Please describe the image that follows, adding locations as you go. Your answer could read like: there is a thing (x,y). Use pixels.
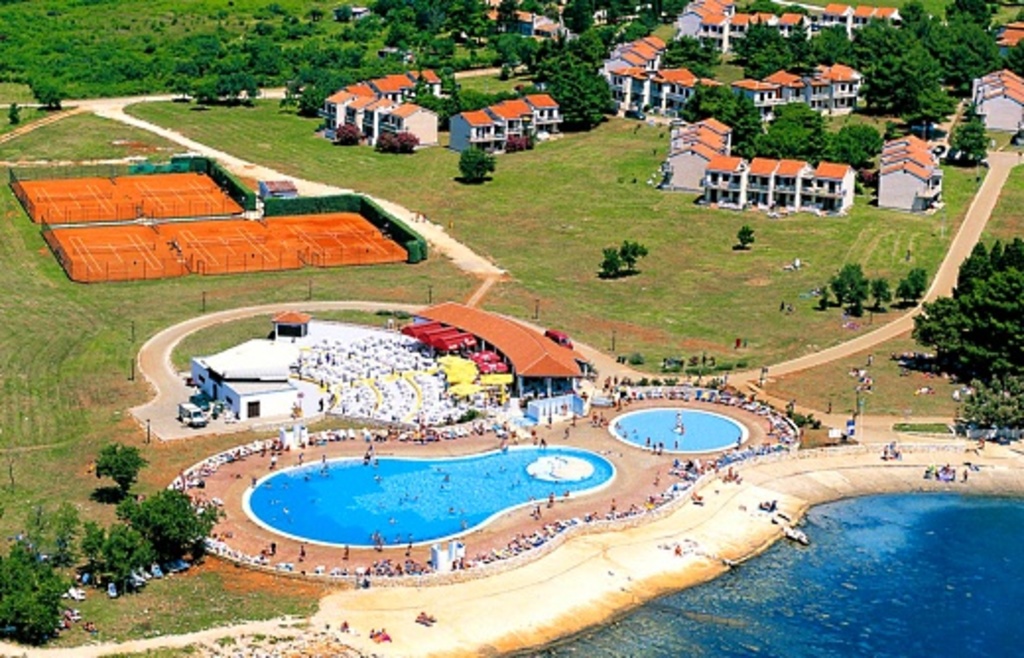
Here we can see water (785,570), swimming pools (468,455), people (693,498), and grass (71,453). There are vehicles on the road (607,357). Here we can see plants (369,216), trees (161,519), playground (327,217), and houses (727,8).
